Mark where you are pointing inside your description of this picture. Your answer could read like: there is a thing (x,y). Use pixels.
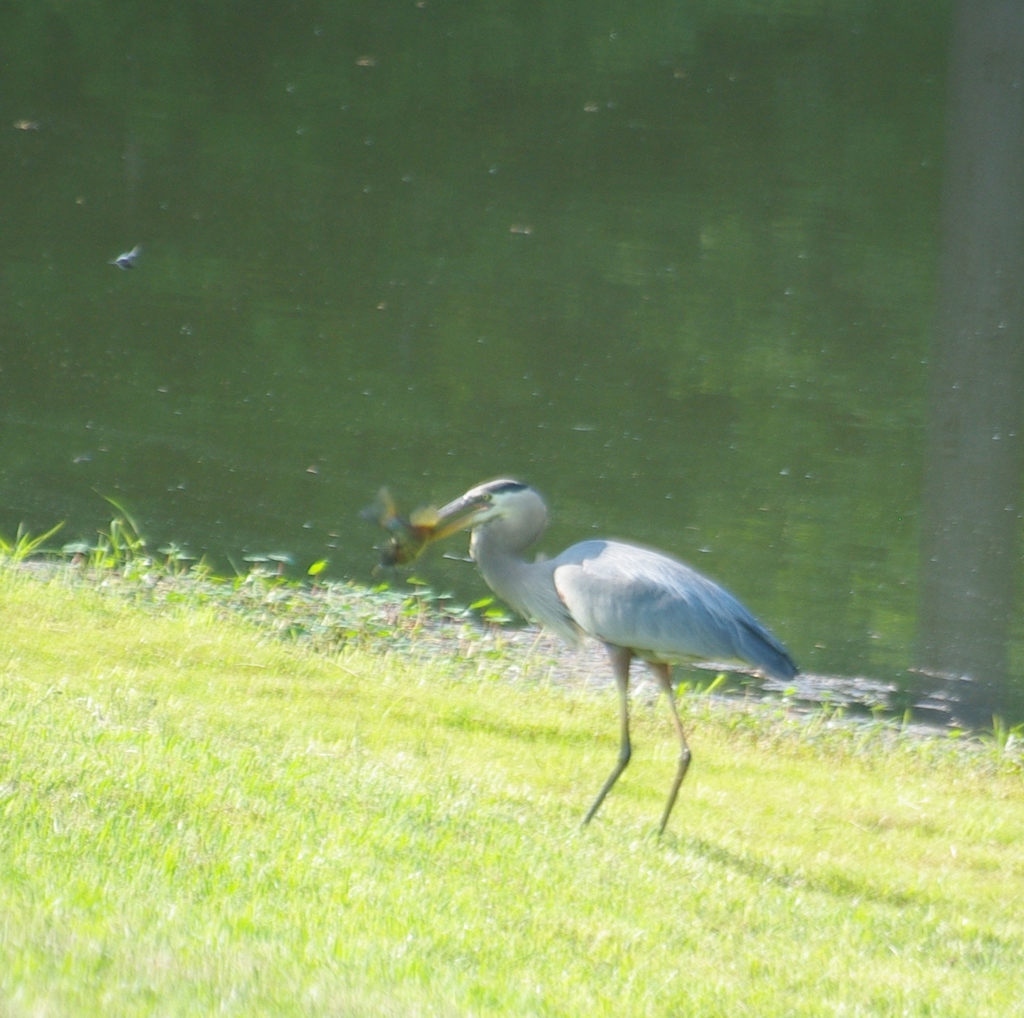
In this image I can see a bird (613,644) which is in white and blue color. Back Side I can see water (514,239) and a green grass (281,765).
